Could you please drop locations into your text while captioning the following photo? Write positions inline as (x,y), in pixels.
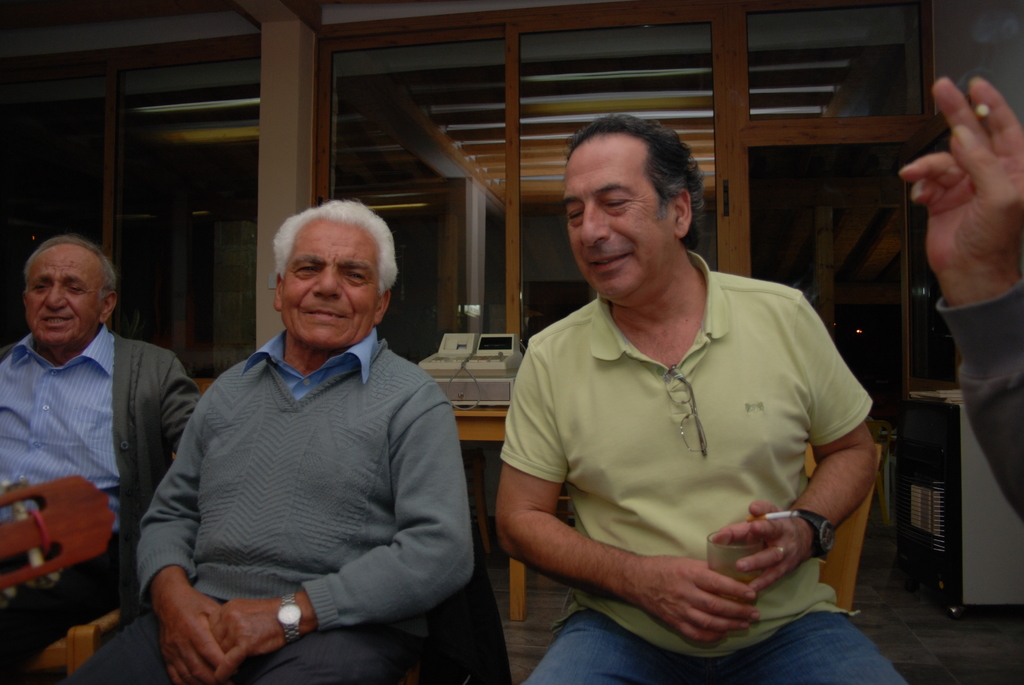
In this image, we can see three persons (412,367) wearing clothes (84,401). There is a person (635,449) in the middle of the image (628,433) holding a glass (727,554) and cigarette (760,519). There is a person hand (974,282) on the right side of the image (998,330).
